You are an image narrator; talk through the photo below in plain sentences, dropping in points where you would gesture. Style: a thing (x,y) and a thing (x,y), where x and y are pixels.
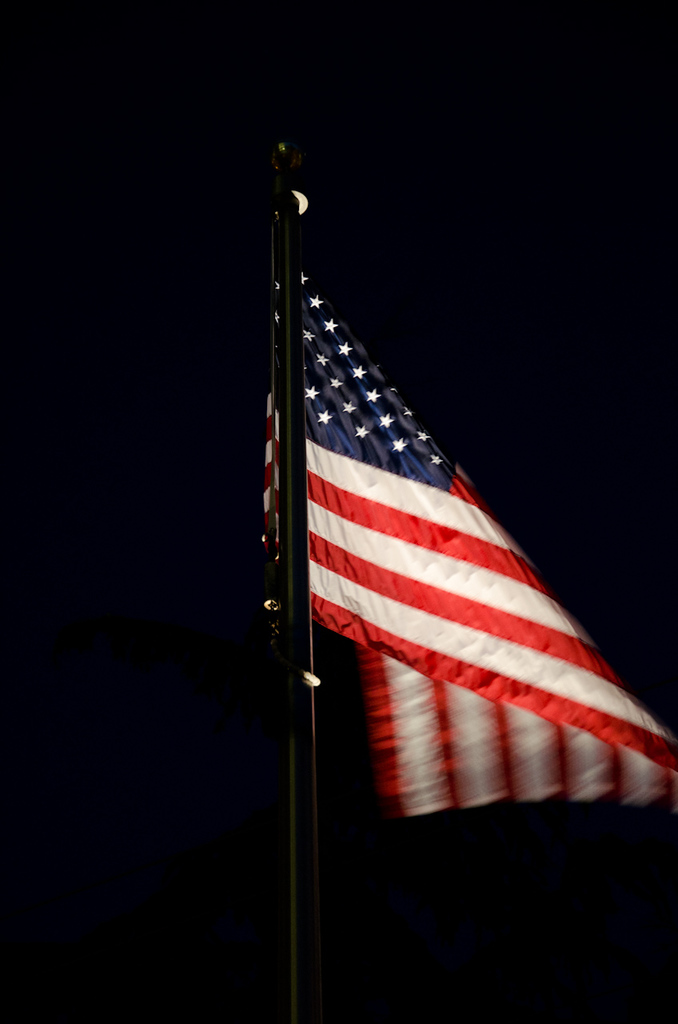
In the image we can see a flag (338,523) of the country, this is a pole (300,757) and the background (174,813) is dark.
